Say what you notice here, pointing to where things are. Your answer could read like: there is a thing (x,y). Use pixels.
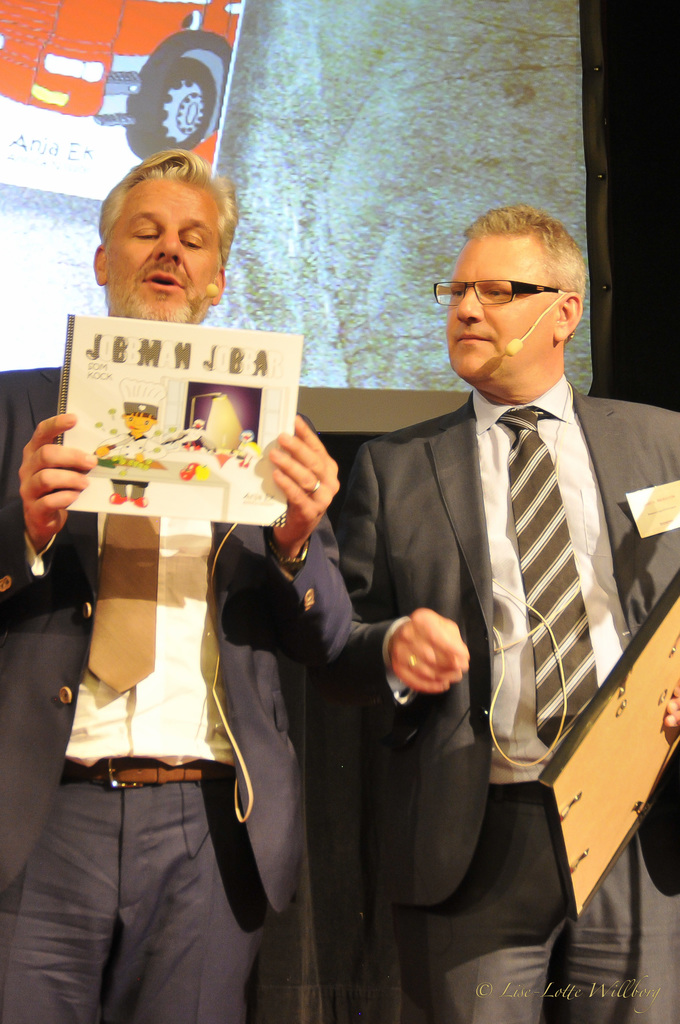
In this image we can see two men (482,313). They are wearing a suit (435,543) and a tie (103,568). Here we can see a man (509,707) on the right side (601,415) and he is holding a photo frame (641,672) in his left hand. Here we can see a man (285,454) on the left side (78,323) and he is holding a book (252,349) in his hands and he is speaking on a microphone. In the background (296,168), we can see the screen (361,26).
